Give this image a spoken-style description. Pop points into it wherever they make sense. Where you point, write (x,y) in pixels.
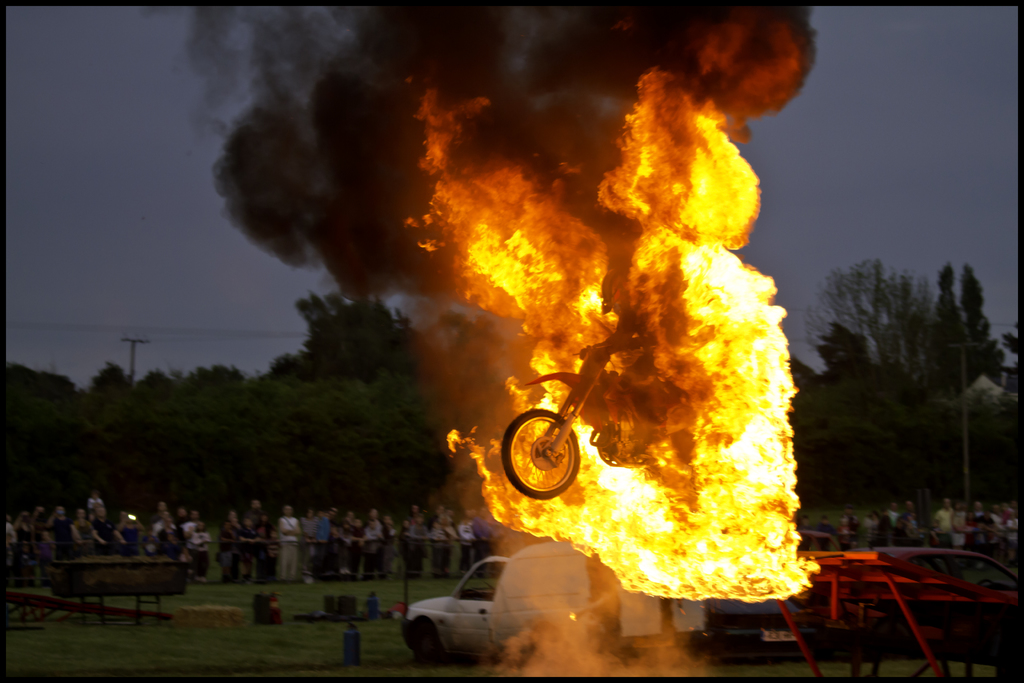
In the picture I can see the fire (578,483), smoke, a bike (571,380), vehicles (501,581), grass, fence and people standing on the ground (382,576). In the background (416,435) I can see the sky (839,278), trees (863,449) and some other things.
